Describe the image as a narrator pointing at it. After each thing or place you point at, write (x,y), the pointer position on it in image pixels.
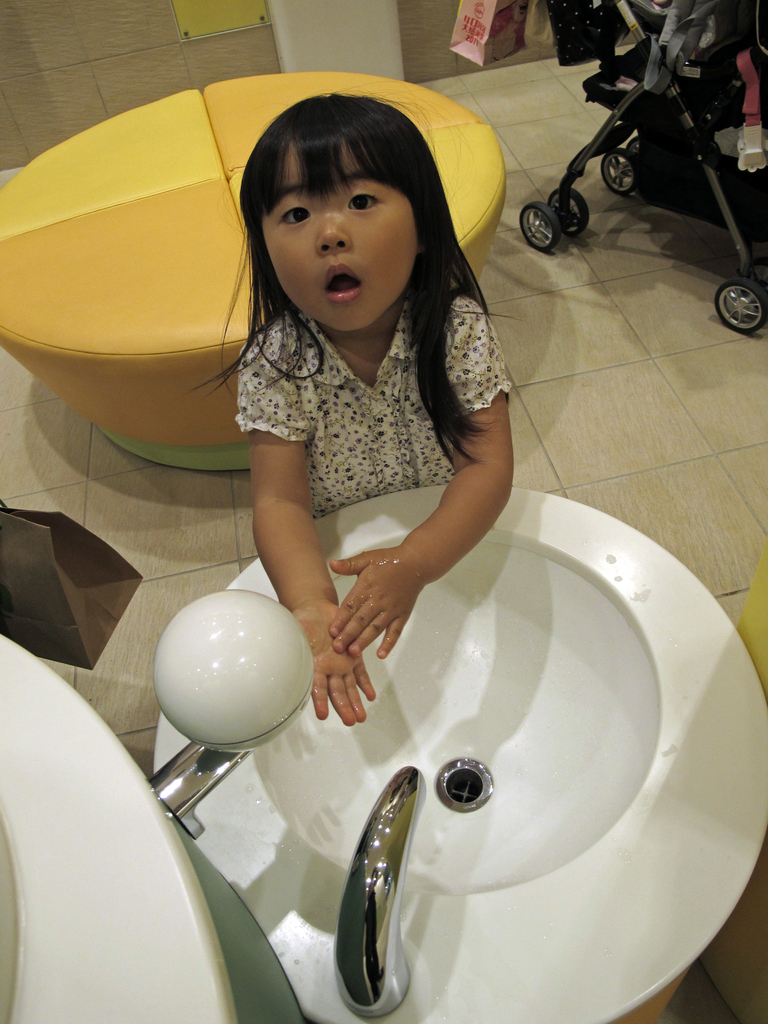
In this image we can see a kid (349,428) washing hands (350,674) in the sink (536,750), there is a carry bag (71,575) beside the kid (298,589) and in the background (222,235) there is a couch (440,143) and a stroller (643,153) with a carry bag (568,24) and few object (572,8) to it.
